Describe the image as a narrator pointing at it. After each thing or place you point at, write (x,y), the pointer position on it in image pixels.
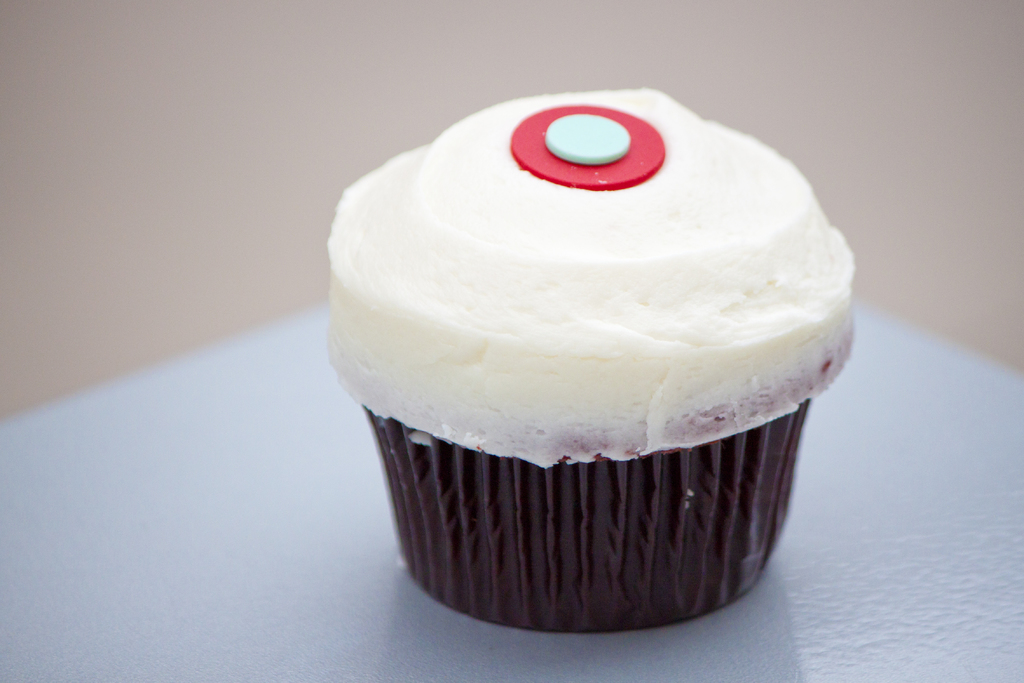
In this picture there is a cupcake (725,281) in the foreground (560,581). At the back (68,104) there is a cream color background (949,125). At the bottom (982,642) there is a light blue background (246,480).
